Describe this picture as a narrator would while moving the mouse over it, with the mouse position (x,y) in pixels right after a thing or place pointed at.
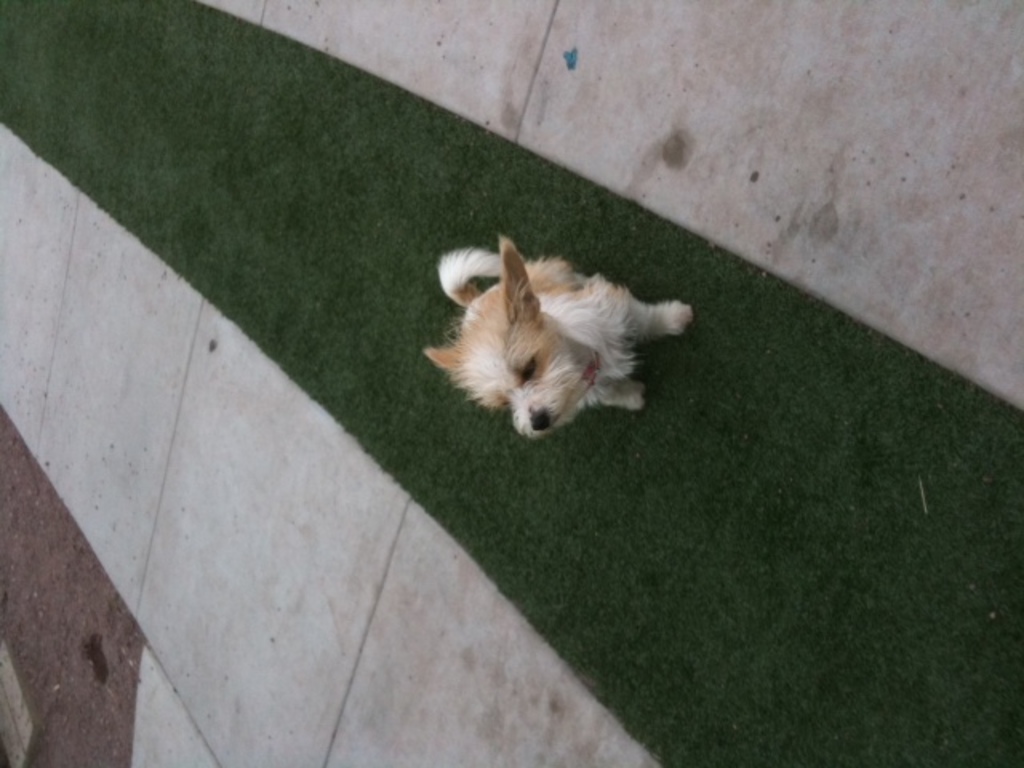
In this image there is a dog (578,395) sitting on the mat (550,242) on either side of the mat (668,343) there are white tiles (672,162).
